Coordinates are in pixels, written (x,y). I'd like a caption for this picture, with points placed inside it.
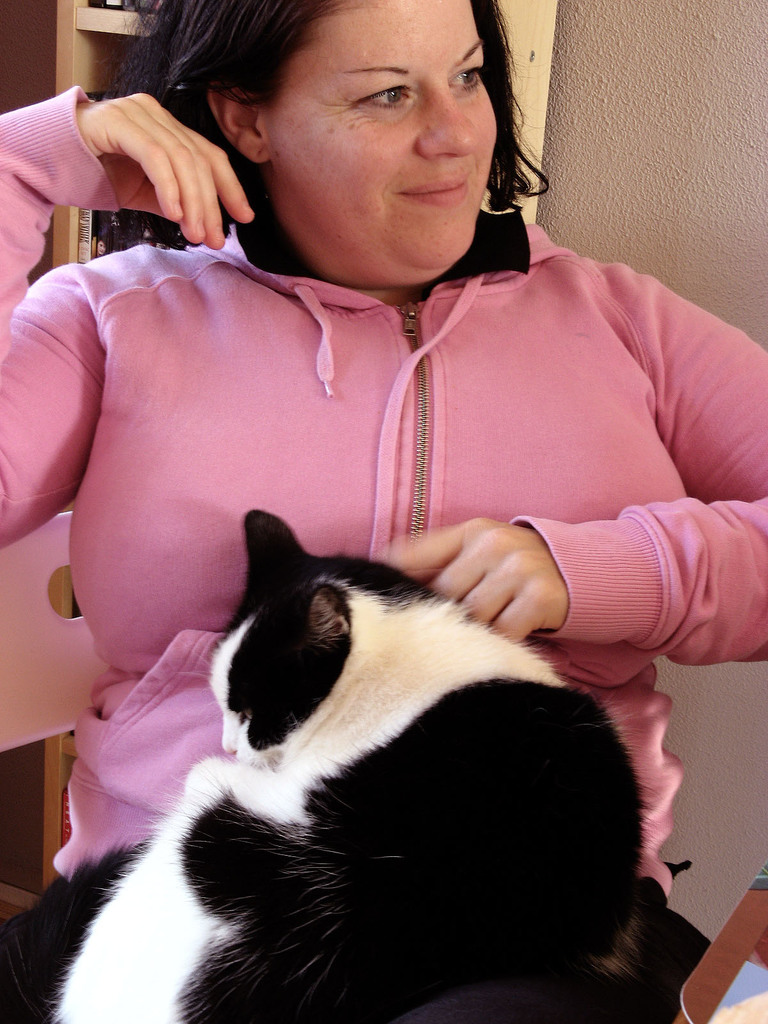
In this image I can see the cat (442,841) sitting on the person (439,566) and the cat (381,566) is in white and black color. The person (496,454) is wearing pink and black color dress (496,437), background (731,58) the wall (694,128) is in cream color.
